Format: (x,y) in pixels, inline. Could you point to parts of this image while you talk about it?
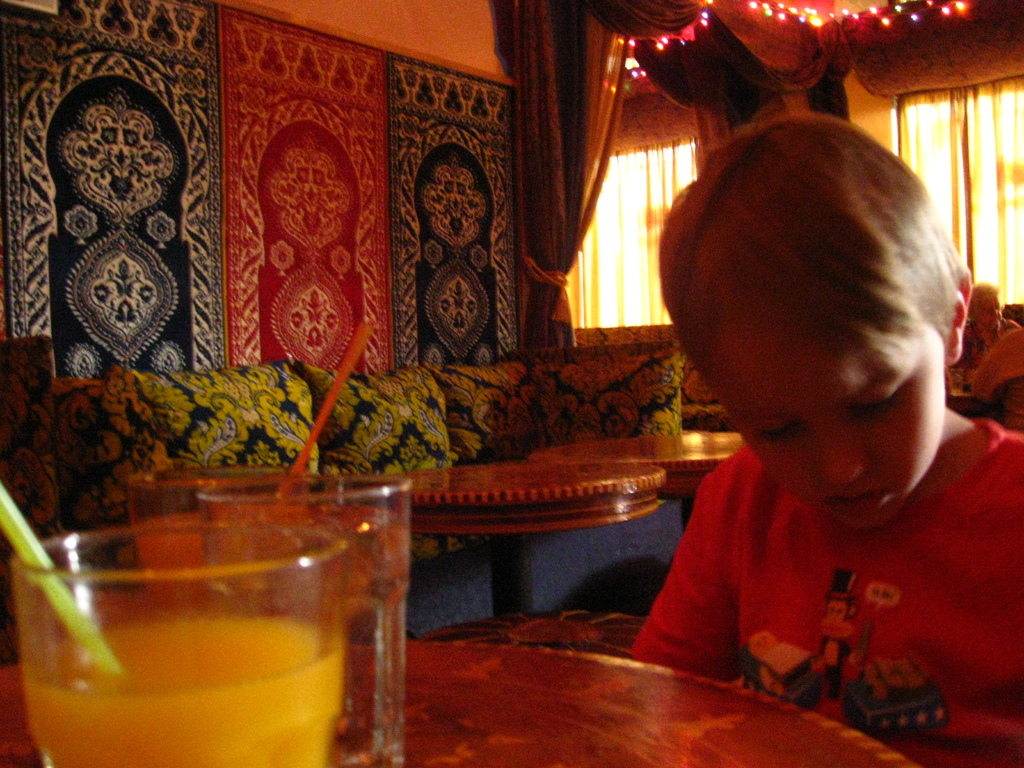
In the image we can see one boy (1020,643) sitting around the table (809,726) on table (466,706) there are glasses (378,612). In the background (572,242) we can see sheer (651,194) curtain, window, wall (481,69), couch (558,570), table (492,511) and pillows (659,389).
